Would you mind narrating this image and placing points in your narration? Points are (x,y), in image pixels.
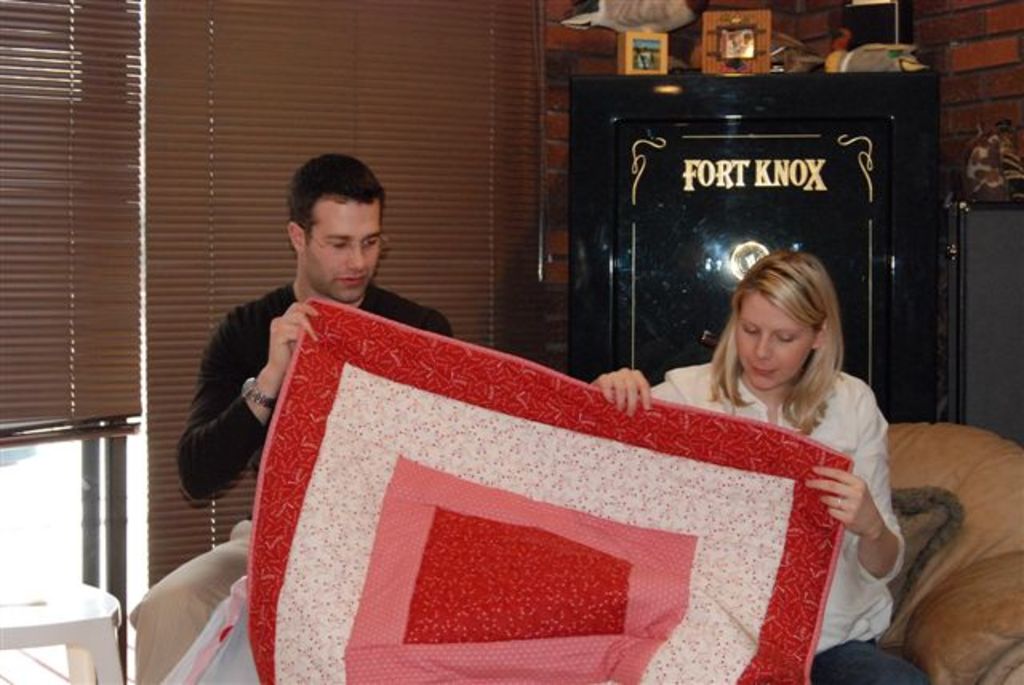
The picture is taken in a room (265,521). In the foreground of the picture (298,390) there is a man (283,355) and a woman (852,433) holding a cloth (415,535) and sitting in a couch (981,580). On the left (64,607) there is a stool (56,611). At the top left (134,23) there are window blinds (196,161) and window (53,488). At the top right (825,139) there is a safe (720,118) and there are frames (704,42) and other objects (850,44). Behind the safe (724,111) there is a brick wall (968,89).
